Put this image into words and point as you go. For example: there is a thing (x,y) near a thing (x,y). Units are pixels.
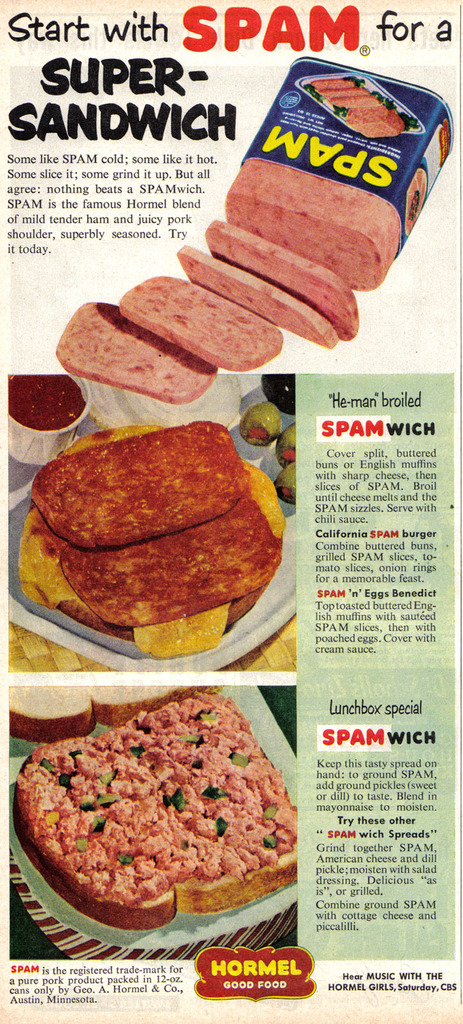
In the center of the image (223,648) we can see one poster (205,631). On the poster (149,641), we can see plates (94,650), one bowl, some food items (254,745), some text (358,478) and a few other objects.
